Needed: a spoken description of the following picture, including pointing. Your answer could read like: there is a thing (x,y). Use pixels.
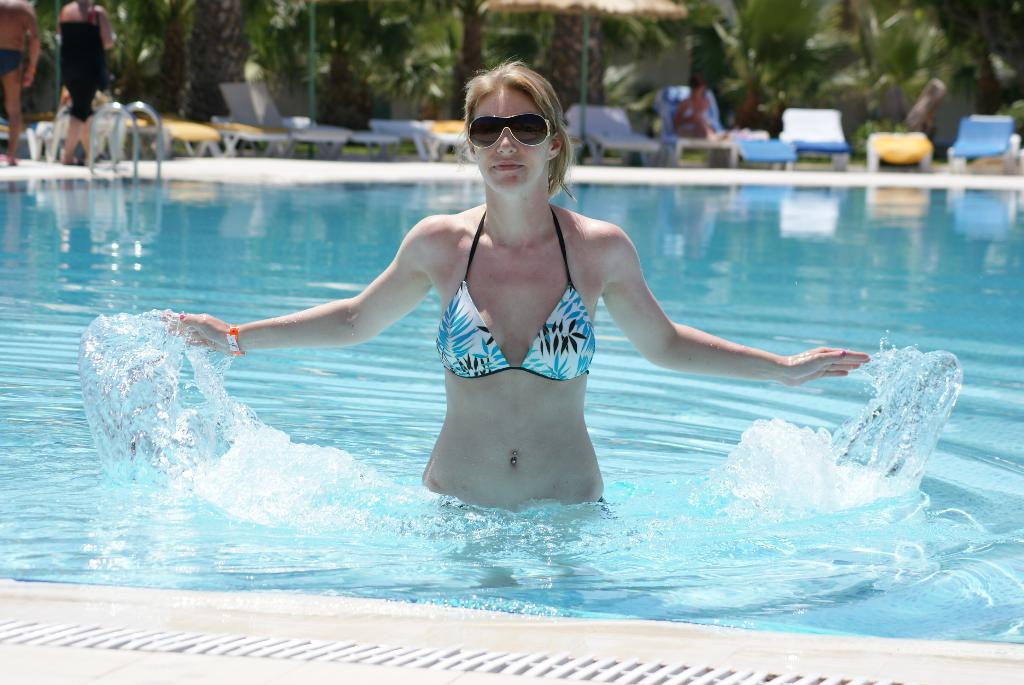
In the middle of the image (560,306) we can see a woman (545,178), she wore spectacles (535,122) and she is standing in the water (813,393), in the background (240,102) we can find few chairs (321,148), metal rods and trees (481,43).
